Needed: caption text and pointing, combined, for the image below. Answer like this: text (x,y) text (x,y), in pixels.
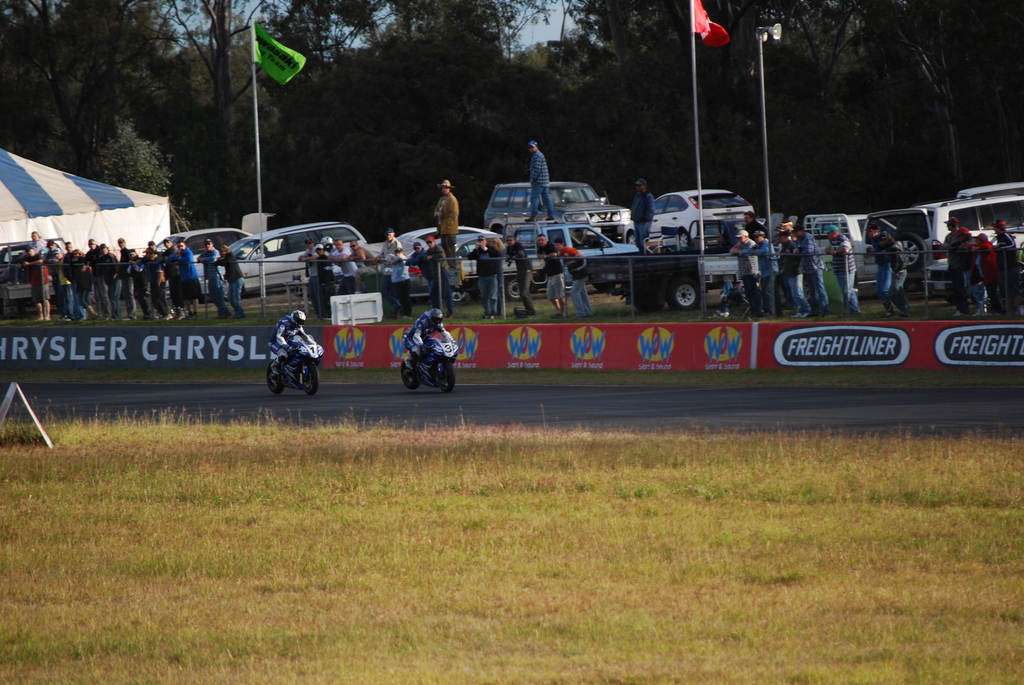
In the picture we can see a grass surface (358,524) near it we can see a road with two bikers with a sports bike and behind them we can see a wall (902,366) with advertisements (809,366) and in the background (160,313) we can see some people (177,313) are standing besides we can see cars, poles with flags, trees (147,176) and sky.
